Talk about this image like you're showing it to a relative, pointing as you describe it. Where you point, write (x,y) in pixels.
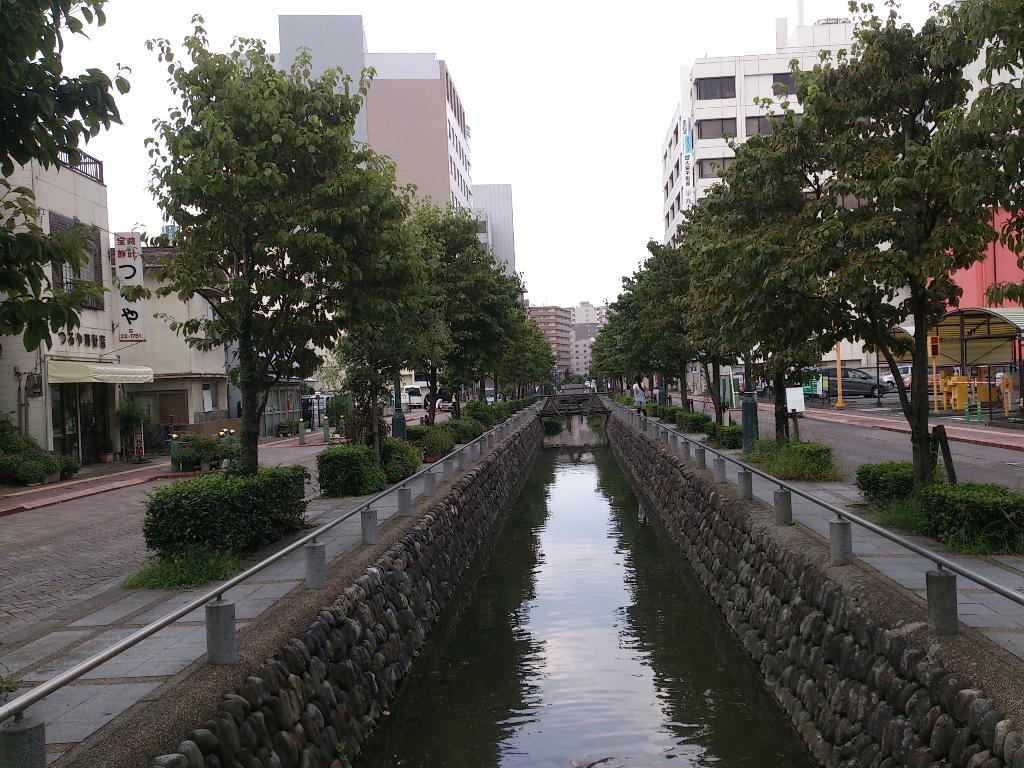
In this image there is a water canal (575,660) in the center (506,502). On the either sides of the image there are hedges (284,473) and trees (371,279) on the walkway (150,607). Beside the walkway (793,516) there are roads (761,433). Beside the roads (129,495) there are buildings (971,289). In the background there are cars (446,386) moving on the road (94,532). At the top (513,87) there is the sky (501,51).
